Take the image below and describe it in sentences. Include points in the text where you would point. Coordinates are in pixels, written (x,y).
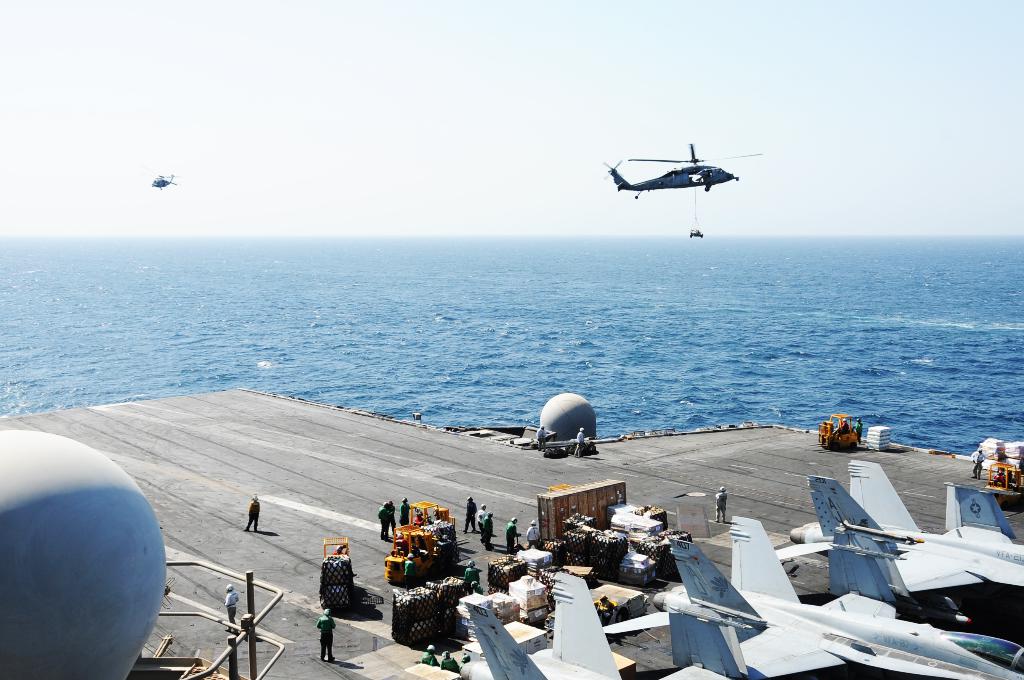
In this image we can see the airplanes (990,525), vehicles (402,560), cardboard boxes (542,604) and also some luggages (409,594). We can also see the people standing on the runway (483,546). Image also consists of two circular structures (576,429). In the background (466,304) we can see the sea (737,261) and also the sky (652,129).
